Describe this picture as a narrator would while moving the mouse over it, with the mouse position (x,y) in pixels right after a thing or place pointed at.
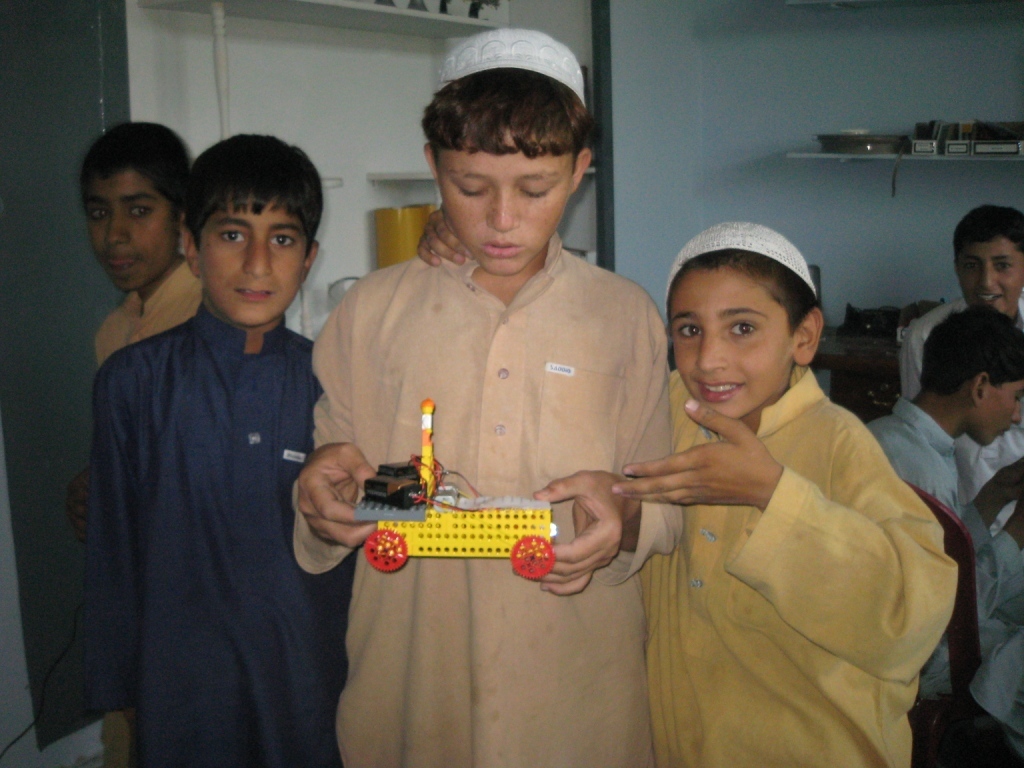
In this picture we can see children (564,652). Front this boy (512,272) is holding a toy (552,548). Background (999,139) there are objects (953,127) on shelves (382,29).
